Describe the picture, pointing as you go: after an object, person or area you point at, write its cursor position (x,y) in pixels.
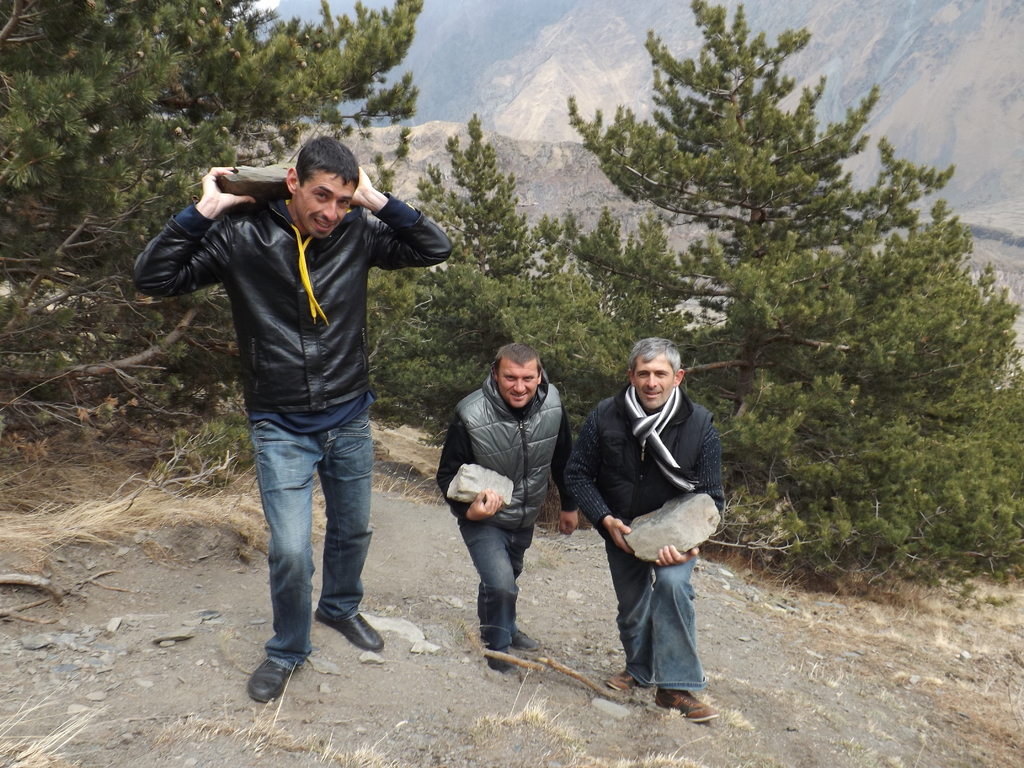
In the picture we can see three men (272,343) are standing on the hill surface (75,696) holding a rock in the hands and they are wearing jackets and in the background (831,429) we can see some trees (801,401) and hills (993,85).
